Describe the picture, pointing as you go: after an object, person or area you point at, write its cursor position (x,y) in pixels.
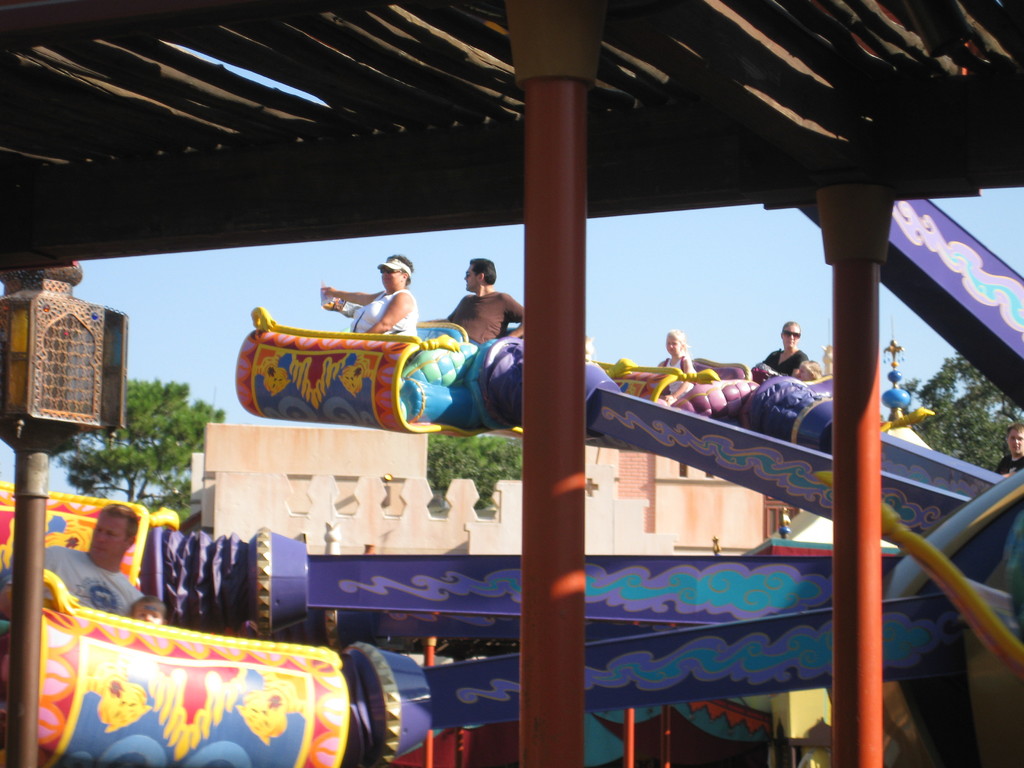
In this image, we can see there is a roof (625,199) on two orange colored poles (561,137). On the left side (53,327), there is a light (54,347) attached to a pole (9,688). In the background (473,306), there are persons (490,300) sitting on the seats (718,372) of some objects (691,371), there are trees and buildings (356,493) on the ground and the sky (164,288) is clear.
